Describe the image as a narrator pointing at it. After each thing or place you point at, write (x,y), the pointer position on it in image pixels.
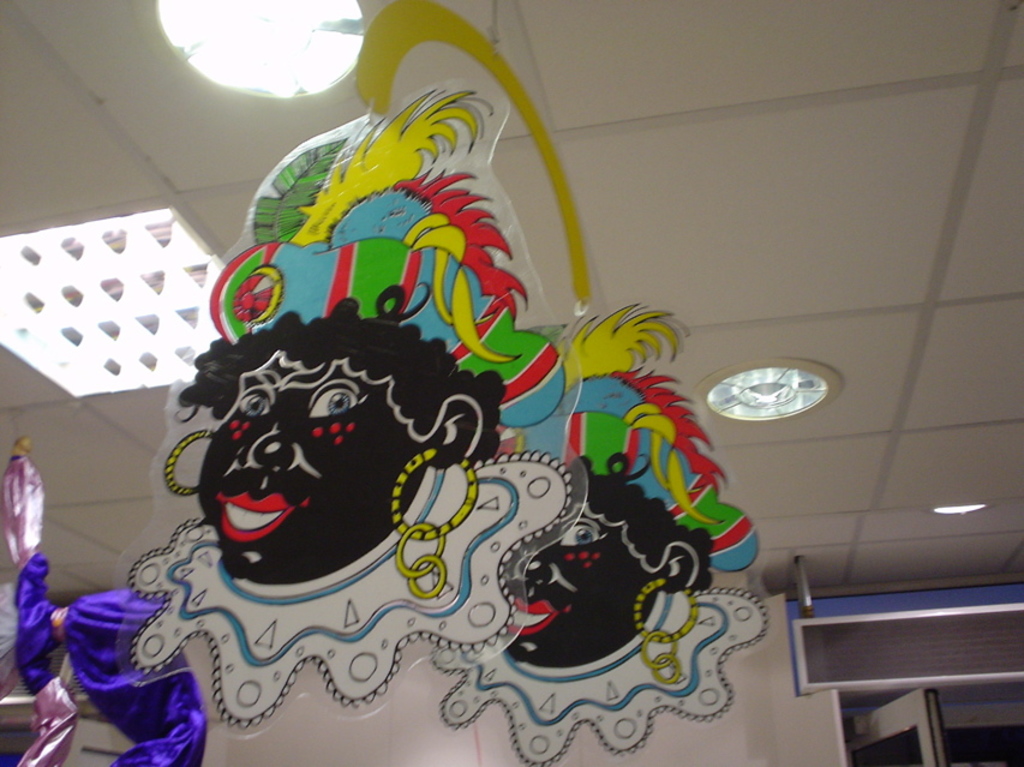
In this image there are few paintings (328,597) on objects (440,558). Few lights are attached to the roof (940,236). Right bottom there is a door (886,748). Left bottom there is an object (30,678).
